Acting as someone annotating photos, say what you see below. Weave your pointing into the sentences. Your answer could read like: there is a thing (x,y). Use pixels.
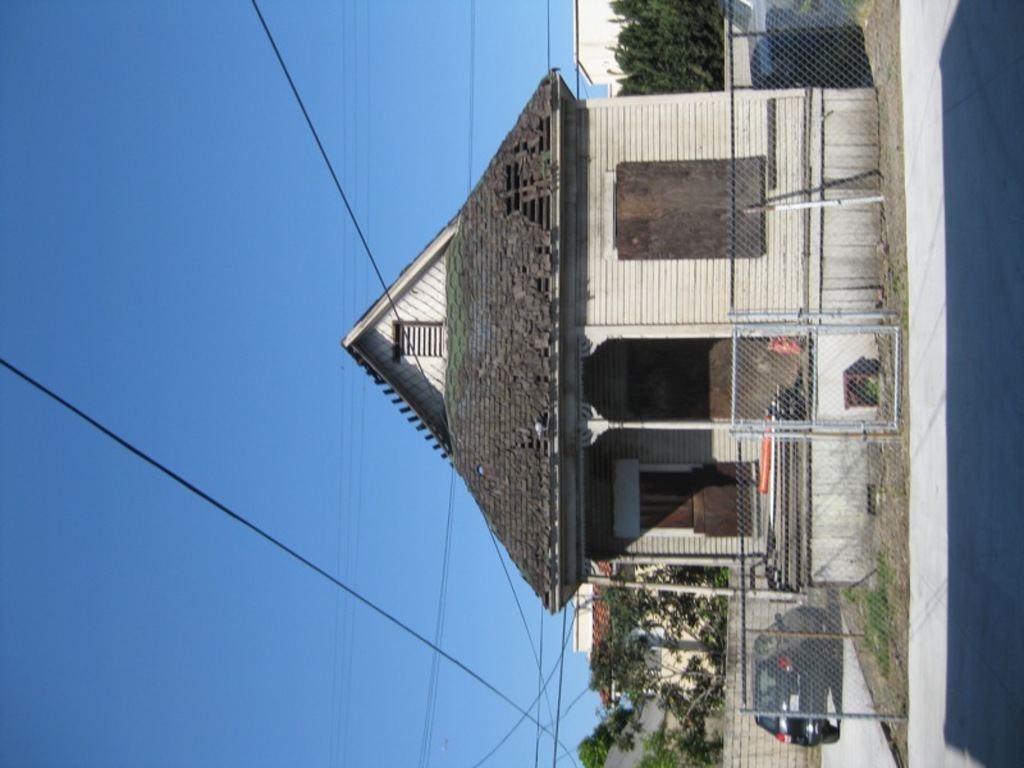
In this image I can see a house (603,345) in the middle (609,370) and beside the house (581,541) I can see car (781,79) and tree (625,636) and in front of the house (681,317) I can see a fence (786,380). I can see power line cables (291,85) and the sky (152,191) on the left side (88,499).
